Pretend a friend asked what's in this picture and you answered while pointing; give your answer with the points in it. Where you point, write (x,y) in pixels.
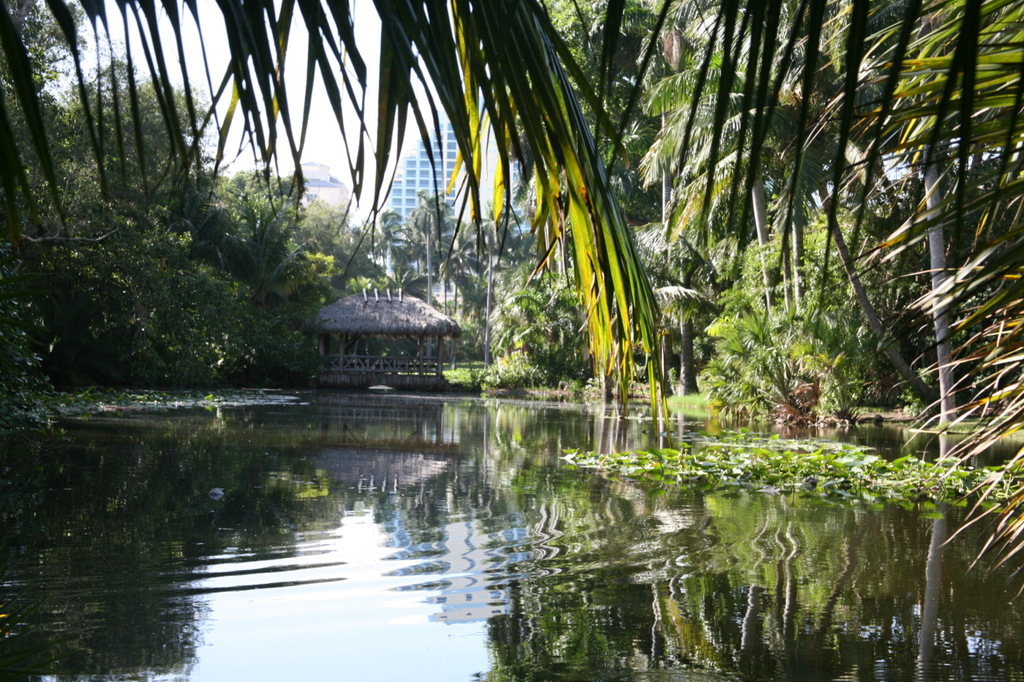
In the center of the image (342,248) we can see the sky (315,120), clouds (335,160), buildings (443,165), trees (828,355), fences (383,358), grass (686,403), water (429,435), one shed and a few other objects (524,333).
